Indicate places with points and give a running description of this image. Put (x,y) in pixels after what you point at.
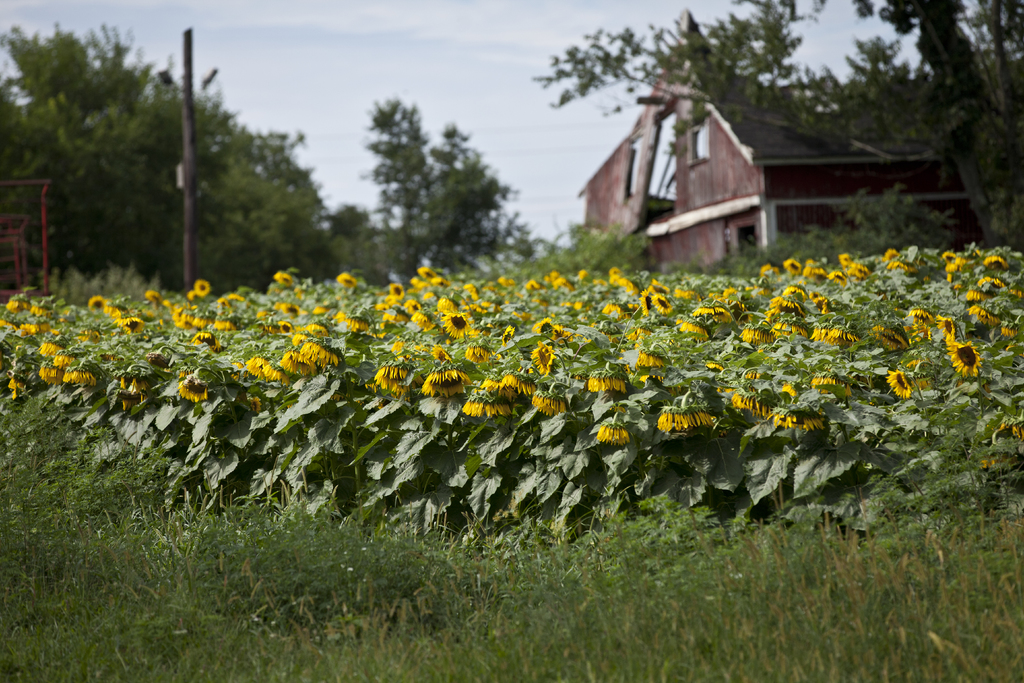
In the background (519,28) we can see the sky (476,28), trees (13,160) and house (634,157). In this picture we can see grass (128,557), plants (521,392), flowers (648,367). On the left side of the picture (25,182) we can see objects (16,184).
